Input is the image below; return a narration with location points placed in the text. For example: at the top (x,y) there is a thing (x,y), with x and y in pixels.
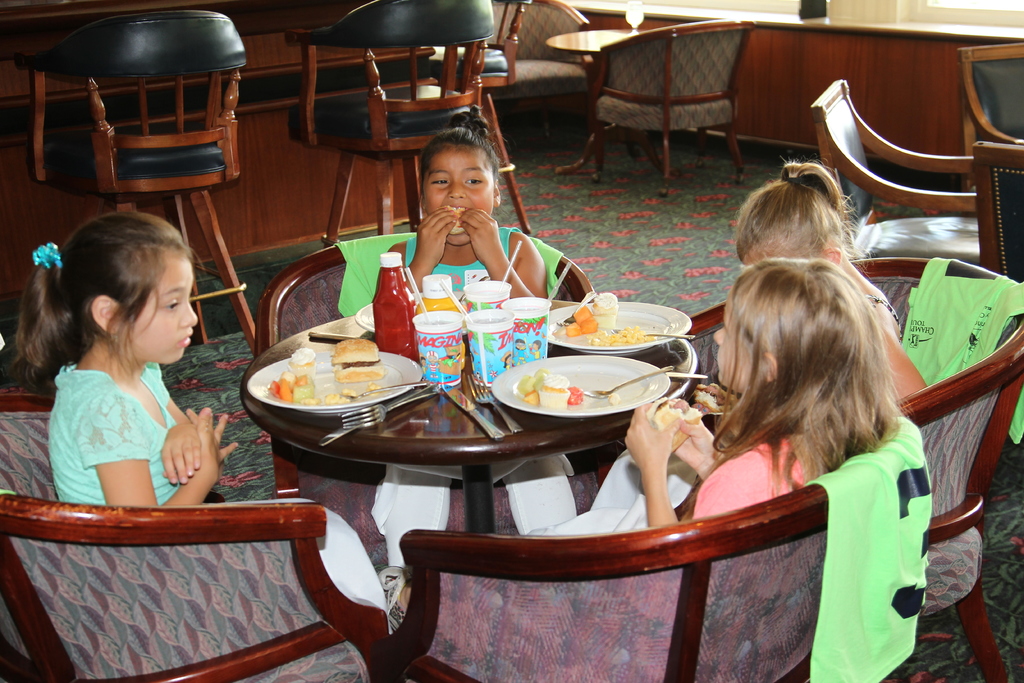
In the image there are four kids (109,356) sat on chair (679,609) around the table (450,426). On the table (323,437) there are plate (339,384) with food (363,365), fork (380,414), knife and soft drinks (494,353) on it and carpet (630,243) on the floor (684,231).
